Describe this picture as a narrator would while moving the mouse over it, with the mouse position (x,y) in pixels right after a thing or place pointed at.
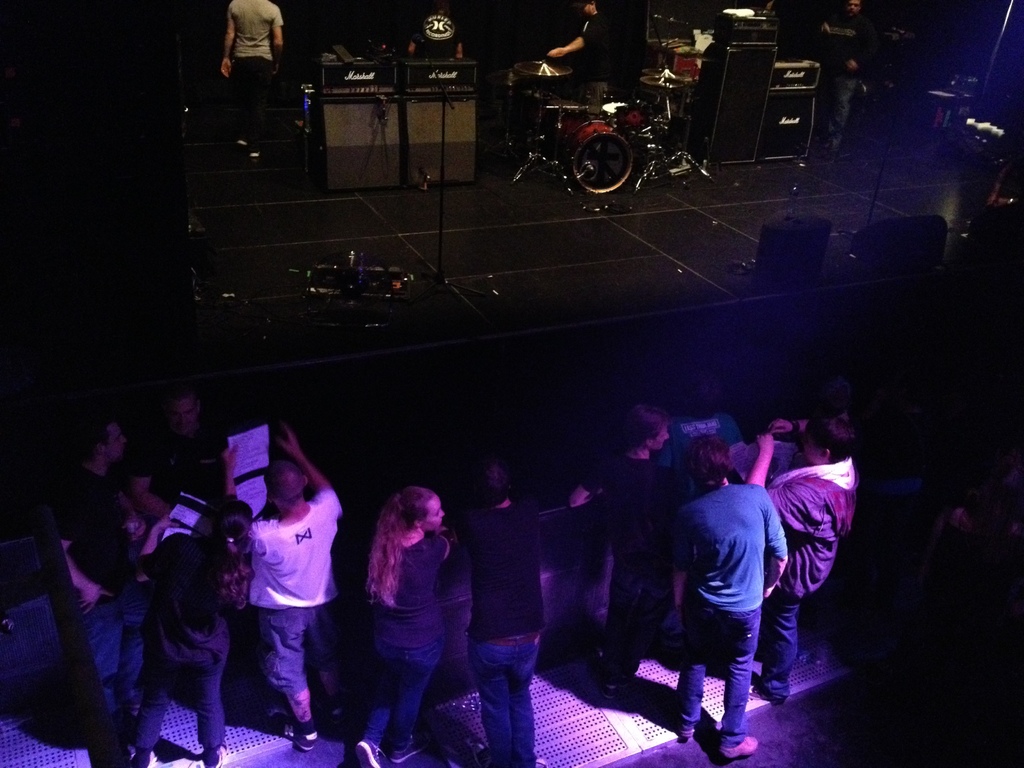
Background (128,41) portion of the picture is dark. In this picture we can see the people (837,119), musical instruments (600,151), devices (431,77), stands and few objects (456,82). We can see a platform (471,205). At the bottom portion of the picture (959,592) we can see the people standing on the floor (6,752). We can see the papers (262,494).
